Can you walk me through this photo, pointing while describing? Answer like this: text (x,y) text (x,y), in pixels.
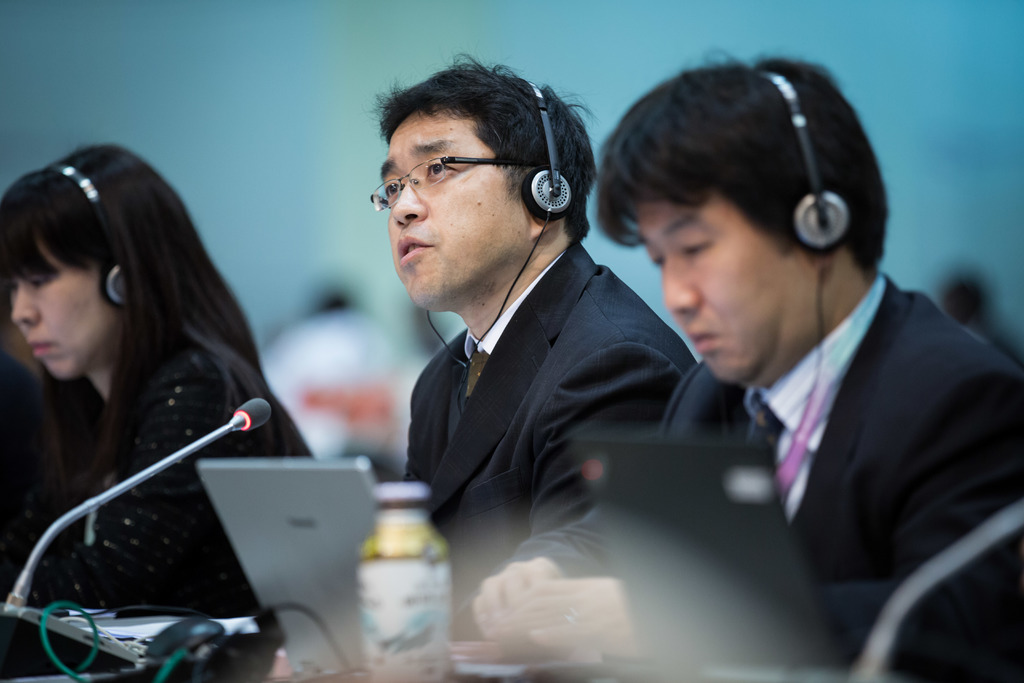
In the picture I can see people (488,298) are sitting and wearing headphones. On the table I can see a bottle (411,591), a laptop (349,609), a microphone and some other objects (190,617). The background of the image is blurred.
